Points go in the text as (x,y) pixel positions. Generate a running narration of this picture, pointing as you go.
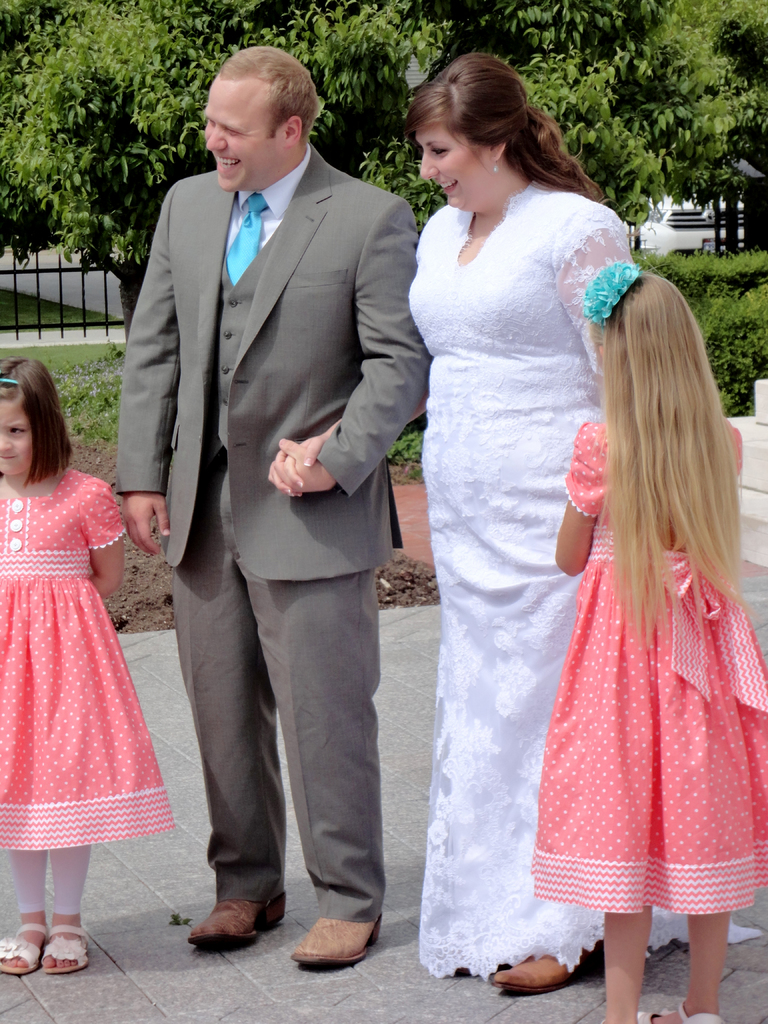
In this image there is a couple (327,664) and two children (688,667) standing on the path (167,633) with a smile on their face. In the background (430,31) there are trees (722,81), plants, railing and we can see there is a vehicle (665,229).
